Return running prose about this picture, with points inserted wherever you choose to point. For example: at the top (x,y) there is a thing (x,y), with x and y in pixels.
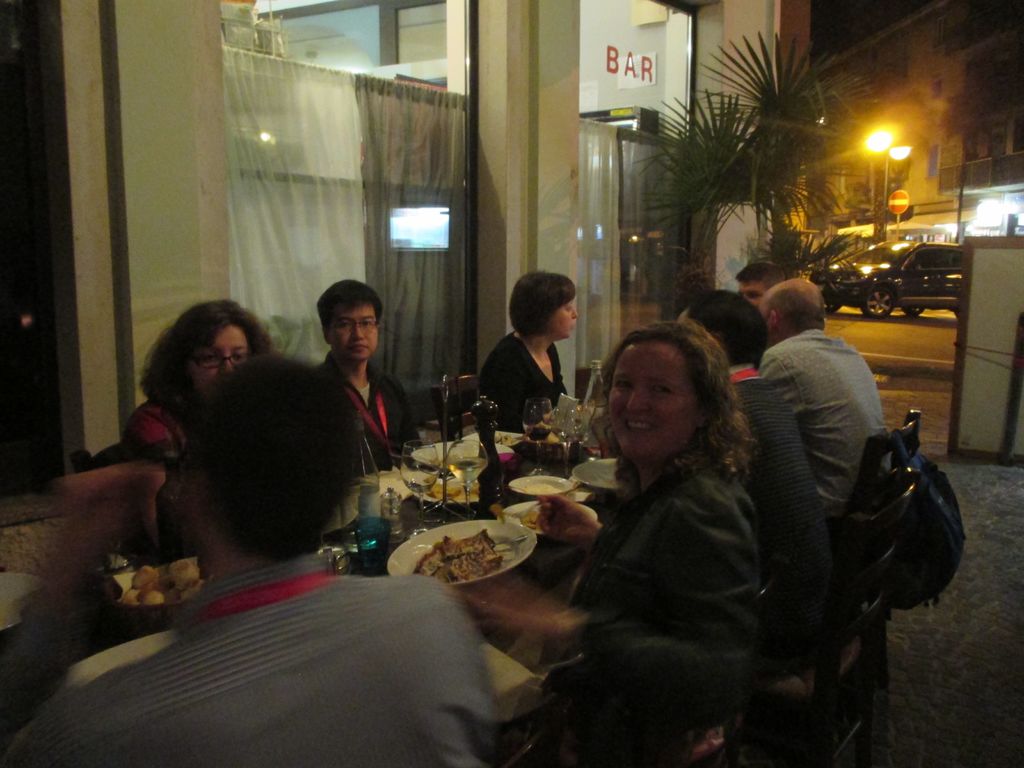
This is the picture of some people (732,484) sitting on the chairs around the table (402,486) on which there are some things (456,470) and behind there are two curtains (412,147) and a car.
